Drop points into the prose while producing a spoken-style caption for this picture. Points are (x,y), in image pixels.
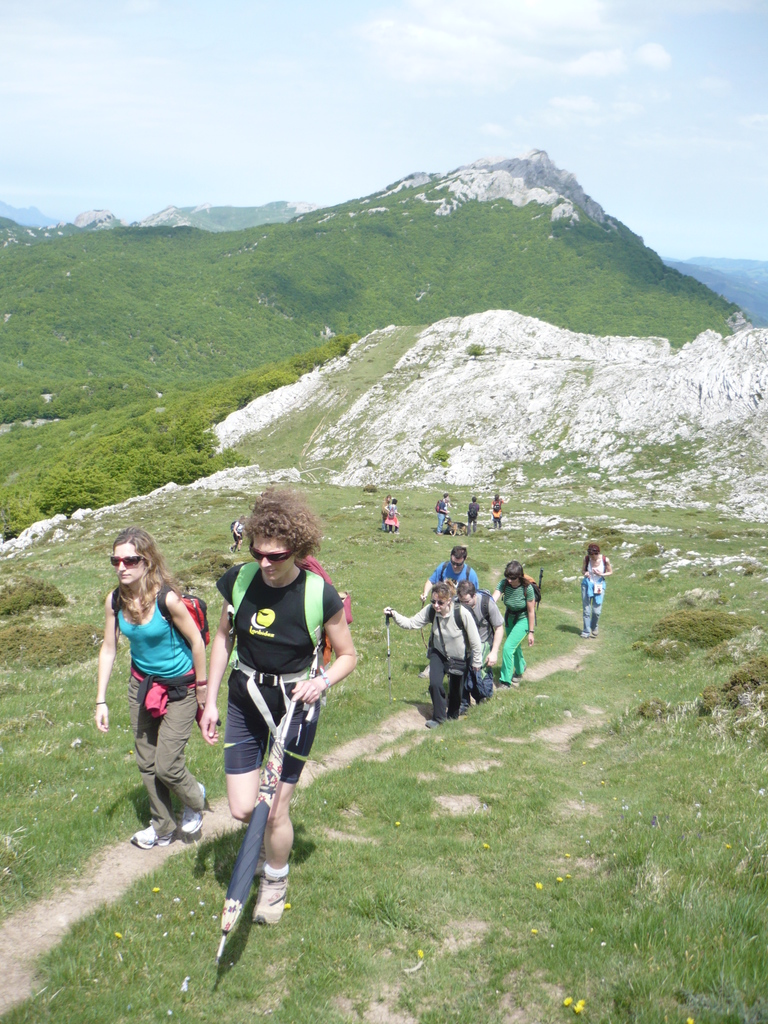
In this image few persons (230,627) are walking on the path (85,888). A person (296,639) wearing a black dress (285,634) is carrying a bag (300,678) and he is holding an umbrella (276,749) in his hand (312,693). Beside him there is a woman (164,642) wearing a blue top (153,643) is carrying a bag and she is walking on the path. Few persons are standing on the grassland (438,544). Middle of image (403,434) there are few hills (264,278) having trees (223,348). Top of image (282,99) there is sky (446,50) with some clouds (446,50).
